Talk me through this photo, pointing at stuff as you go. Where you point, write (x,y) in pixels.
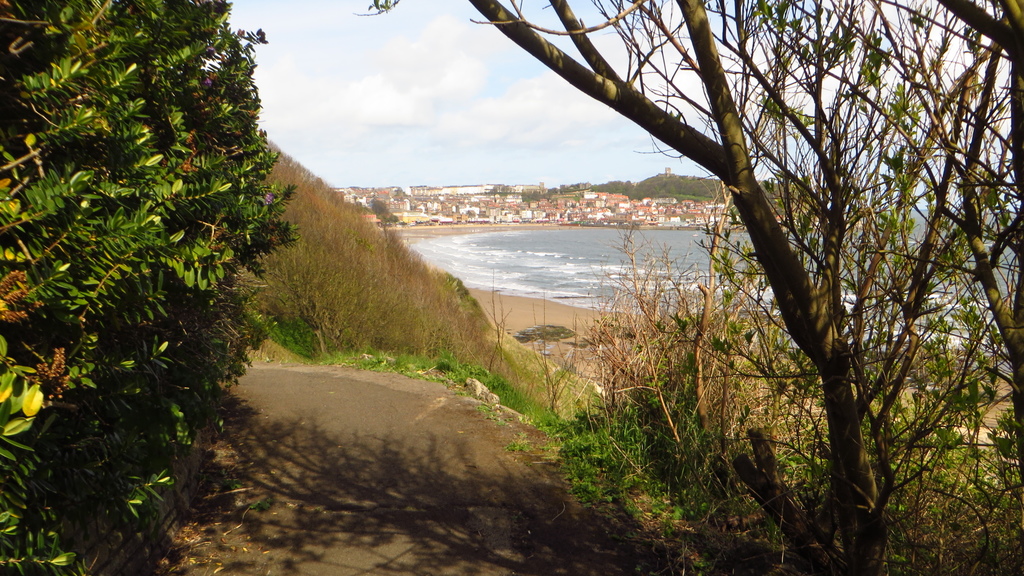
This picture is clicked outside the city. On the left (89,105) we can see the tree (105,249). In the center (491,375) there is a green grass (508,386) and a water body (588,243) and there are some plants (818,422). In the background (438,23) we can see the sky (328,31), buildings (712,214) and trees (706,193).
